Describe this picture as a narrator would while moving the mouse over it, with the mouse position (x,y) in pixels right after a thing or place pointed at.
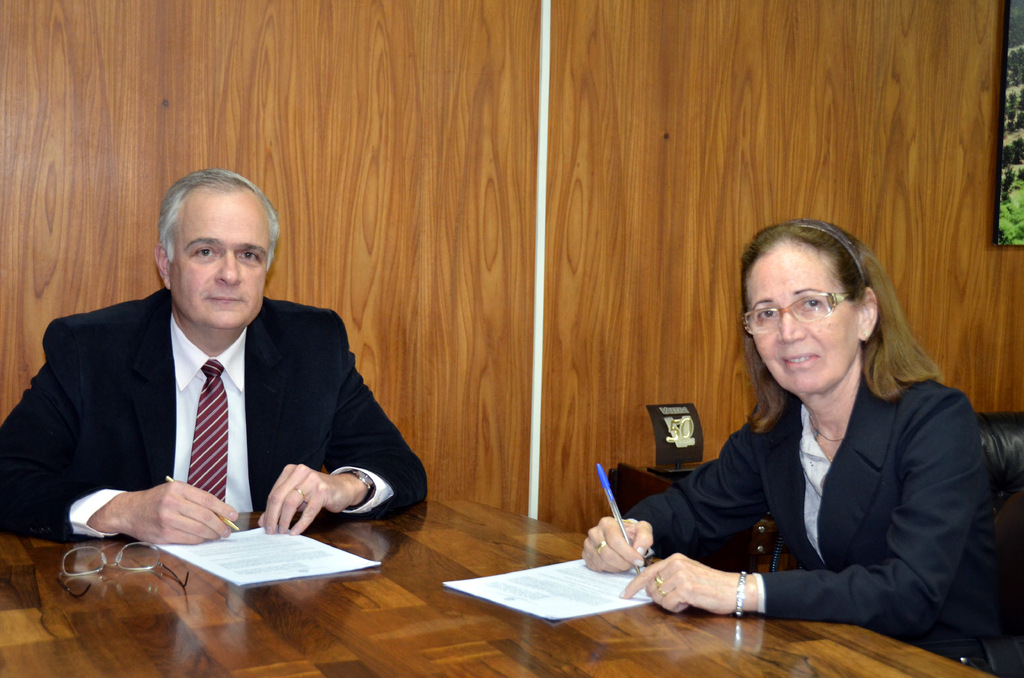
There are two people (170,512) sitting one on the left side (2,451) and another on the right side (936,585). There is a spec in the bottom left hand corner (112,566).
